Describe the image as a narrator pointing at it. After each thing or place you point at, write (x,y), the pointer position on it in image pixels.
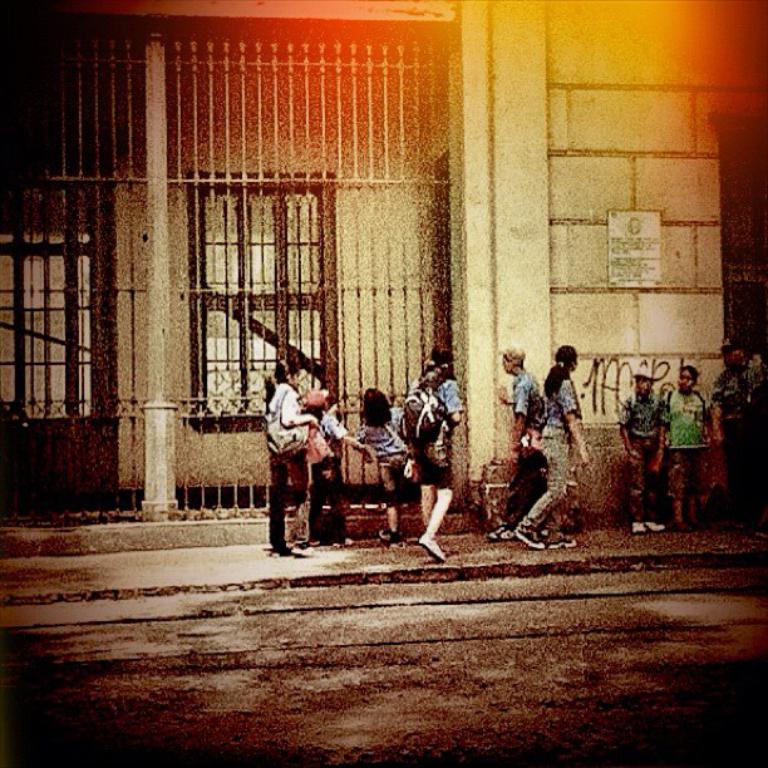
In this image I can see the building (333,86), windows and few people (640,472) are wearing different color dresses (638,418).
